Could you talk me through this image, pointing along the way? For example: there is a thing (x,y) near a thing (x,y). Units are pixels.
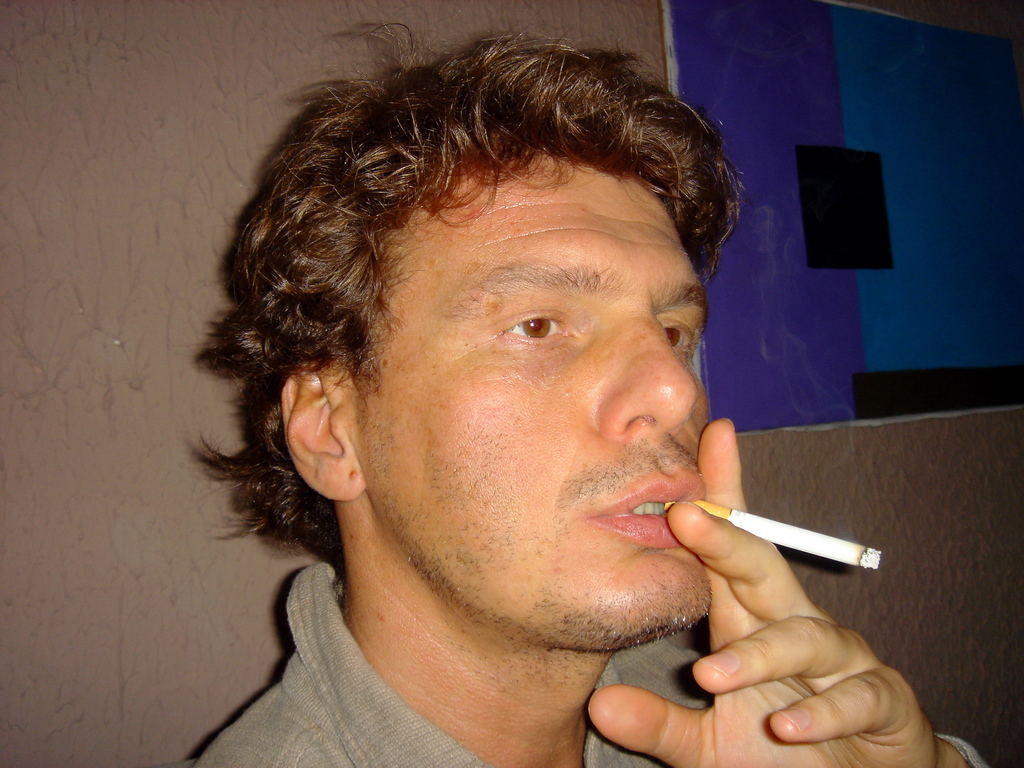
In this picture there is a man (550,697) who is wearing shirt (430,751) and holding a cigarette (799,531). He is standing near to the wall (72,232). On the top right corner (769,174) there is a poster (961,262).
